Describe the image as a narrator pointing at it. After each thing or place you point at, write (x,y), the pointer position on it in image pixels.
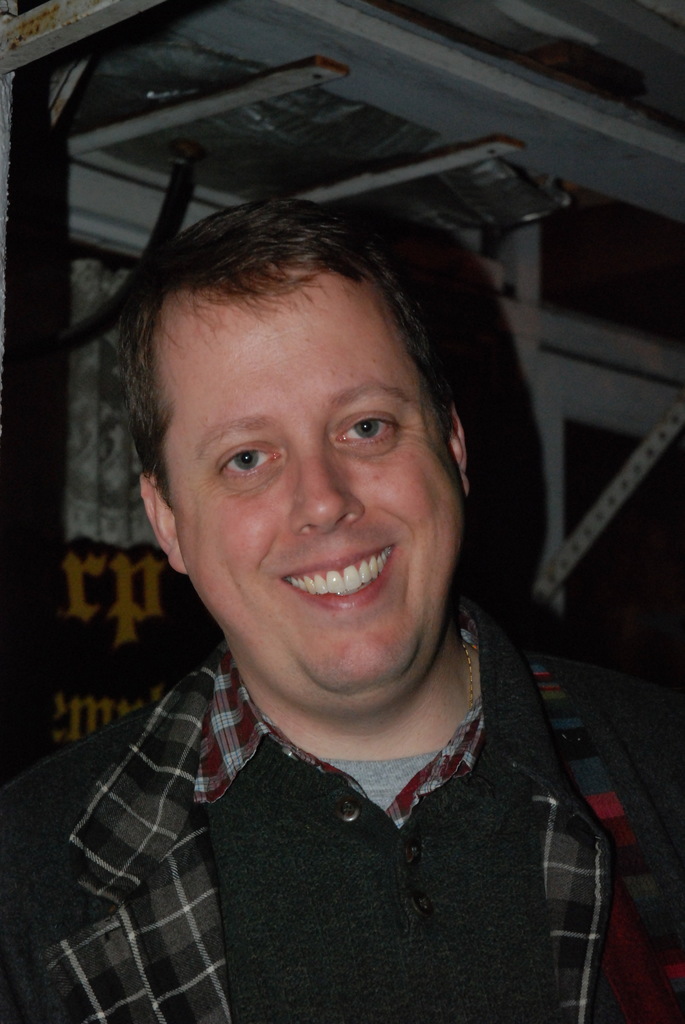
In this image there is a man (342,630) smiling. Behind him there are metal rods (174,199) to a wall (357,142).
